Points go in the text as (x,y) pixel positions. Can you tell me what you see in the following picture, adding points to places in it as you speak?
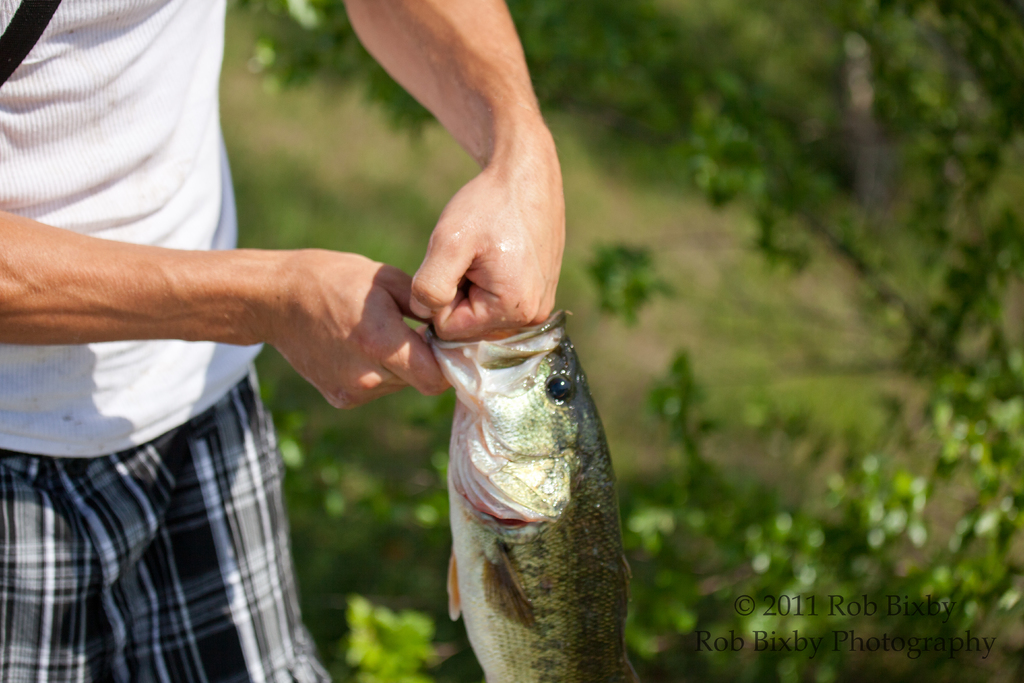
This a person (158,470) standing and holding a fish (529,379). In the background (743,545), I can see the trees (891,501) with branches (813,516) and leaves (845,492). This is a watermark (815,607) on the image.
